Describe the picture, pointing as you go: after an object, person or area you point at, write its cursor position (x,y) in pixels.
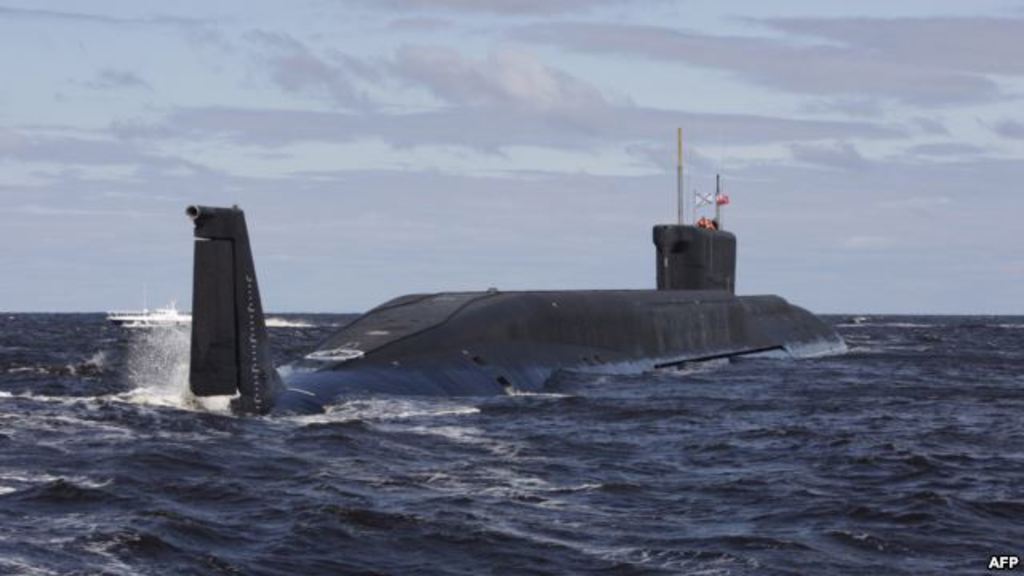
At the bottom of the image (597,404) we can see water (842,332), above the water (840,319) we can see a submarine (215,284) and ship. At the top of the image (785,186) we can see some clouds (1010,49) in the sky (111,24).
